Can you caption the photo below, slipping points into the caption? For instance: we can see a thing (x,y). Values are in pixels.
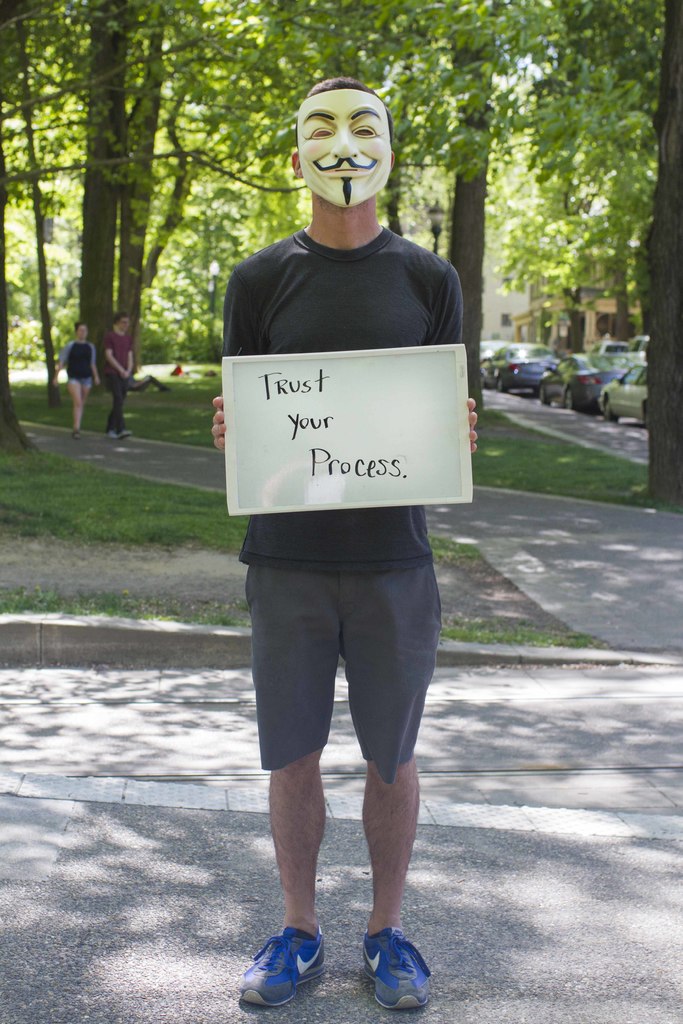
As we can see in the image there are few people (283,627), cars (597,377), trees (512,228) and buildings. There is grass (98,480). The man (352,267) standing in the front (270,513) is wearing black color t shirt (327,307) and holding sheet (241,464). On sheet (241,464) it was written as 'trust your process'.
